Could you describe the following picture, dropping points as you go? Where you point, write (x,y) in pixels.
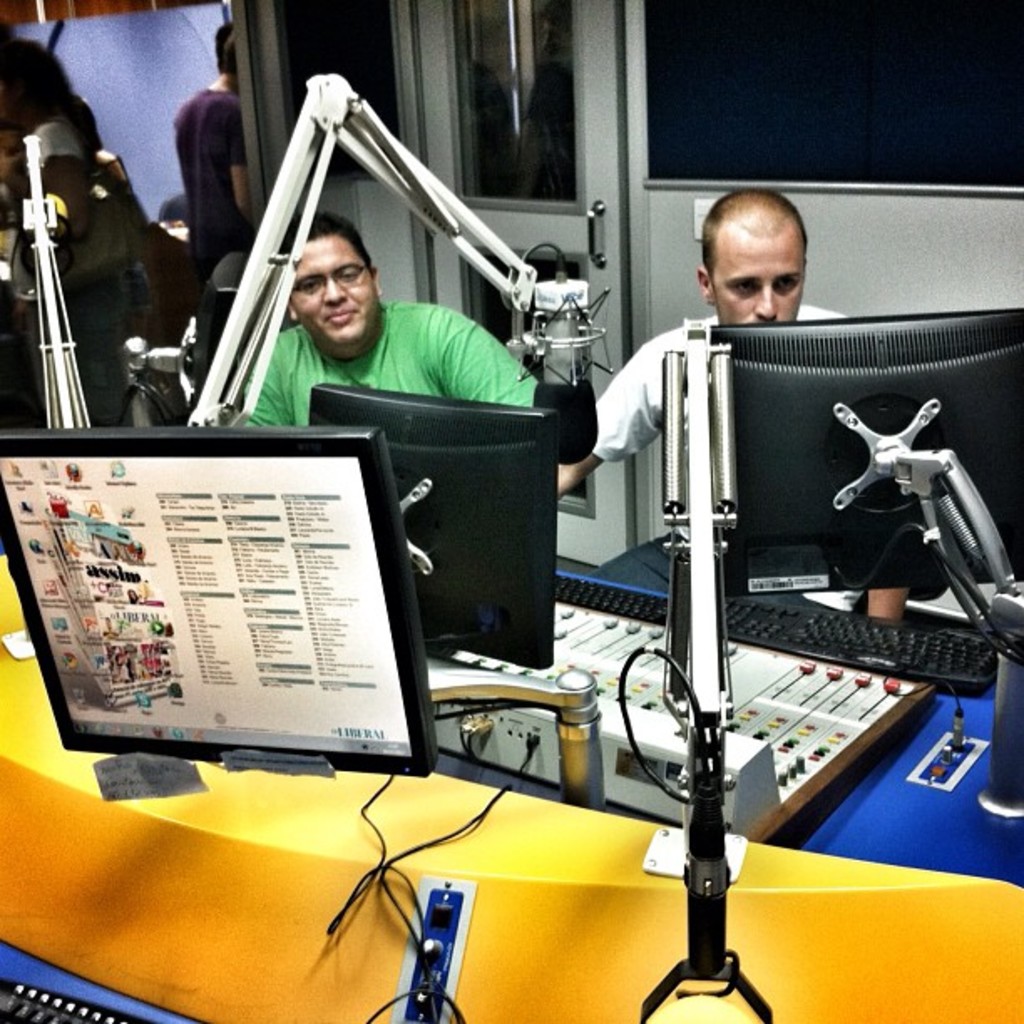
In the center of the image (348,671) there is a table (873,889) on which there are monitor screens (527,551), keyboard (748,624). There are two people (761,230) sitting. In the background of the image (577,132) there is a door (560,138).
